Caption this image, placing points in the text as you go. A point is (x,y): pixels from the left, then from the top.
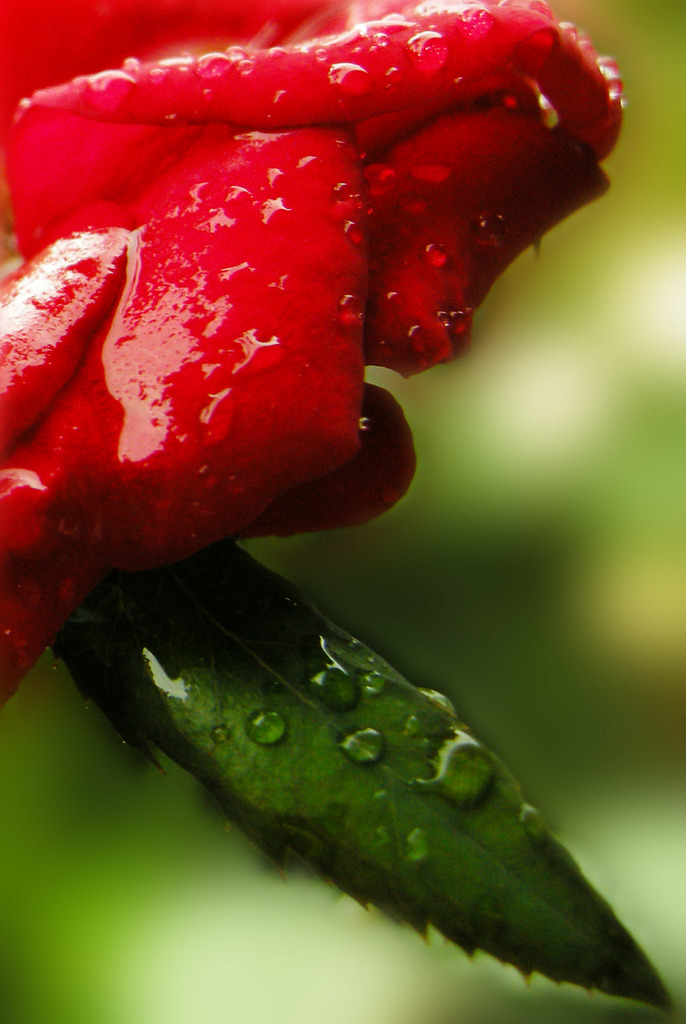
In this picture I can see a flower (286,122) and a leaf (371,715) and few water droplets (230,275) on them. I can see blurry background (625,600).
